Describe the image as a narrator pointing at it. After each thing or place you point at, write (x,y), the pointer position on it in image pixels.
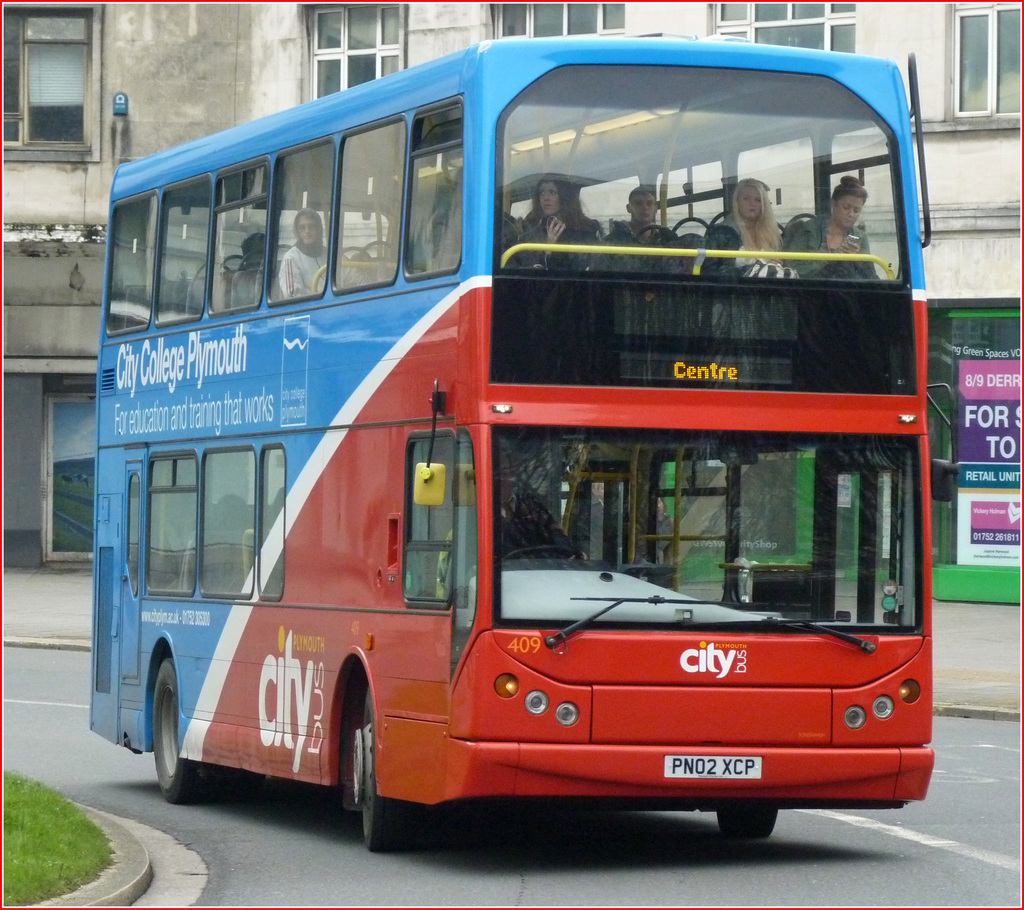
In this picture we can see red and blue double Decker bus (581,593) moving on the road (356,827). Behind we can see the building (230,106) with a glass windows (334,90).
